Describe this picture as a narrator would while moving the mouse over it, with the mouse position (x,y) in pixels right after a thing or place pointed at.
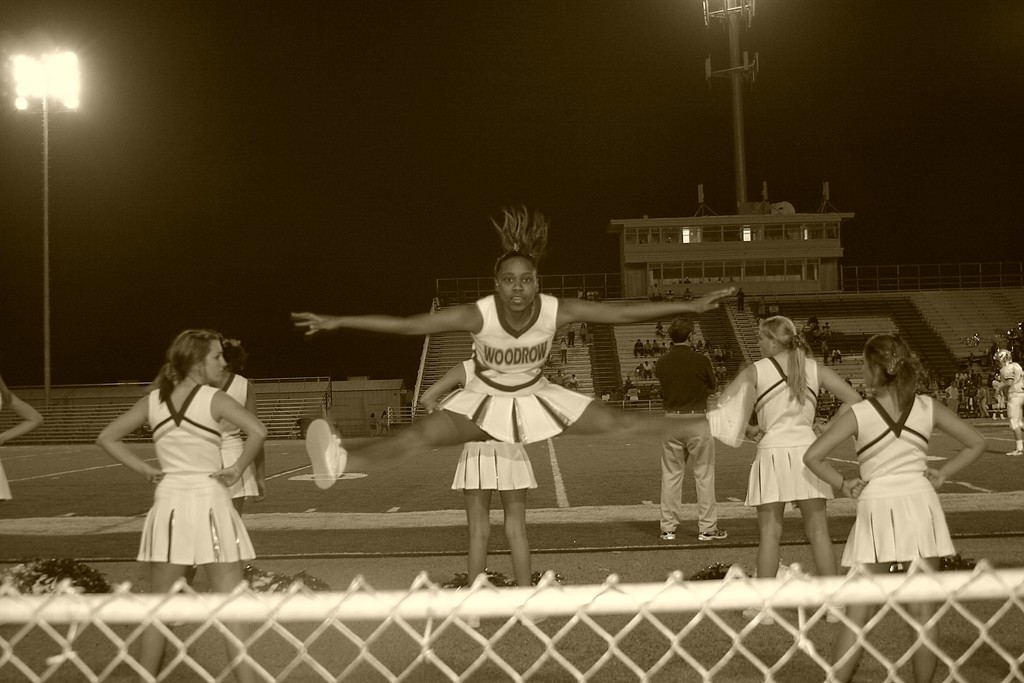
In the foreground of this black and white image, there is a woman (485,425) in the air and remaining are standing. On the bottom (607,658), there is the fencing (681,630). In the background (583,352), there are persons (654,343) sitting on the stairs (602,360), a building (695,271), poles (715,20) and the dark sky (368,124).
